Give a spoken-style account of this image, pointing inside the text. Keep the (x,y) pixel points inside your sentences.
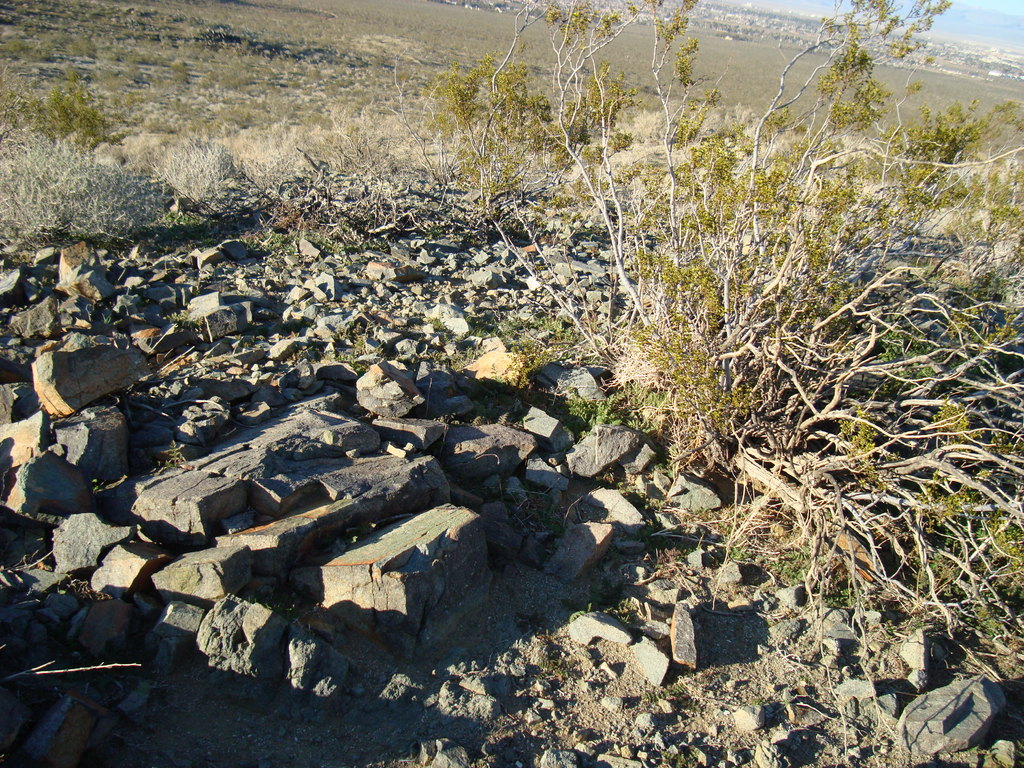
In this image we can see stones (380,496), trees (755,397), plants (275,108), ground (288,96), buildings (945,62) and sky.
